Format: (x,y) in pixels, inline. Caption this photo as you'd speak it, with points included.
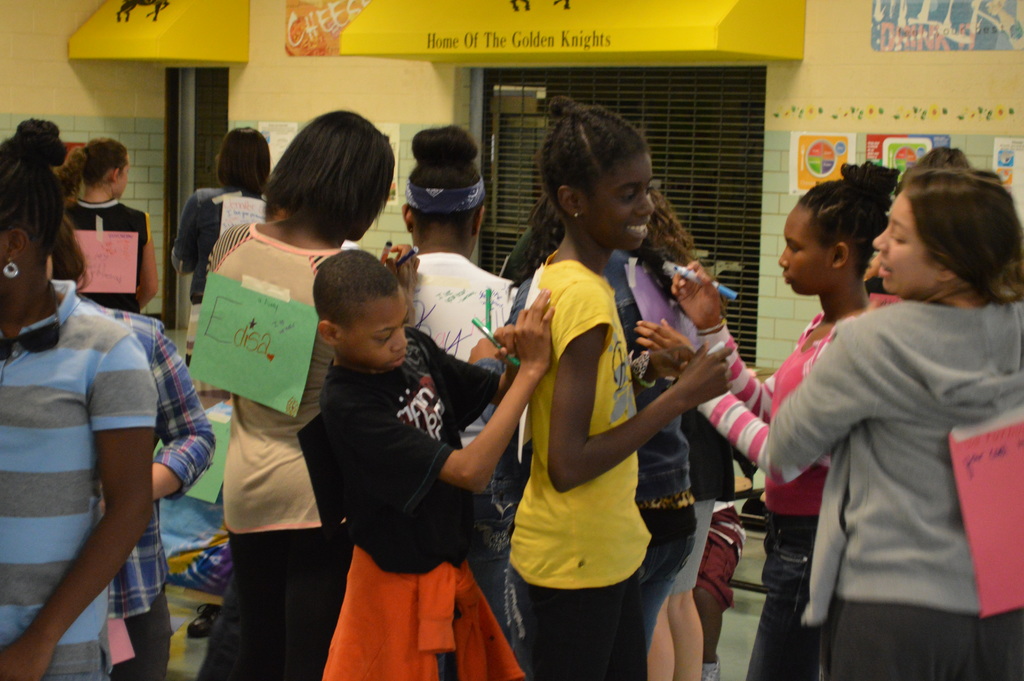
In this image we can see people (476,506) standing on the floor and holding pens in their hands (532,309). In the background (451,109) there are pipes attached to the walls (857,129), grills (656,132) and advertisements (349,6).
